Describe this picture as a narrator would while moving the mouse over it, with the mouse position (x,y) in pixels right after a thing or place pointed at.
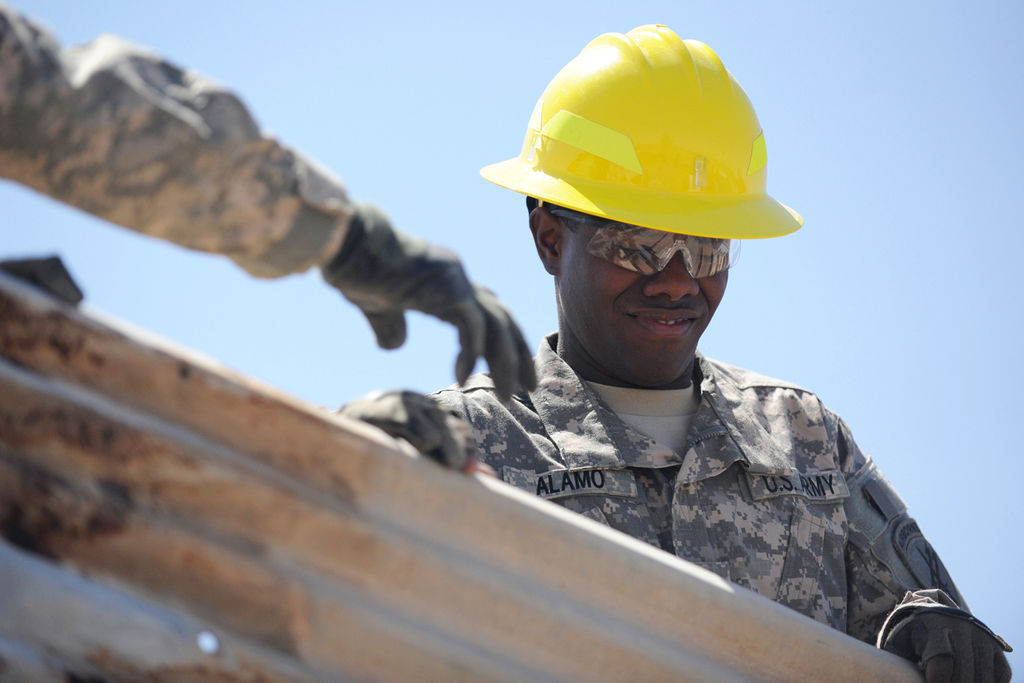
In this picture I can observe a man (664,341) wearing spectacles (637,236) and yellow color helmet (620,162) on his head (599,307). On the left side (154,134) I can observe a human hand (372,306). In the background (329,133) I can observe sky (764,265).
